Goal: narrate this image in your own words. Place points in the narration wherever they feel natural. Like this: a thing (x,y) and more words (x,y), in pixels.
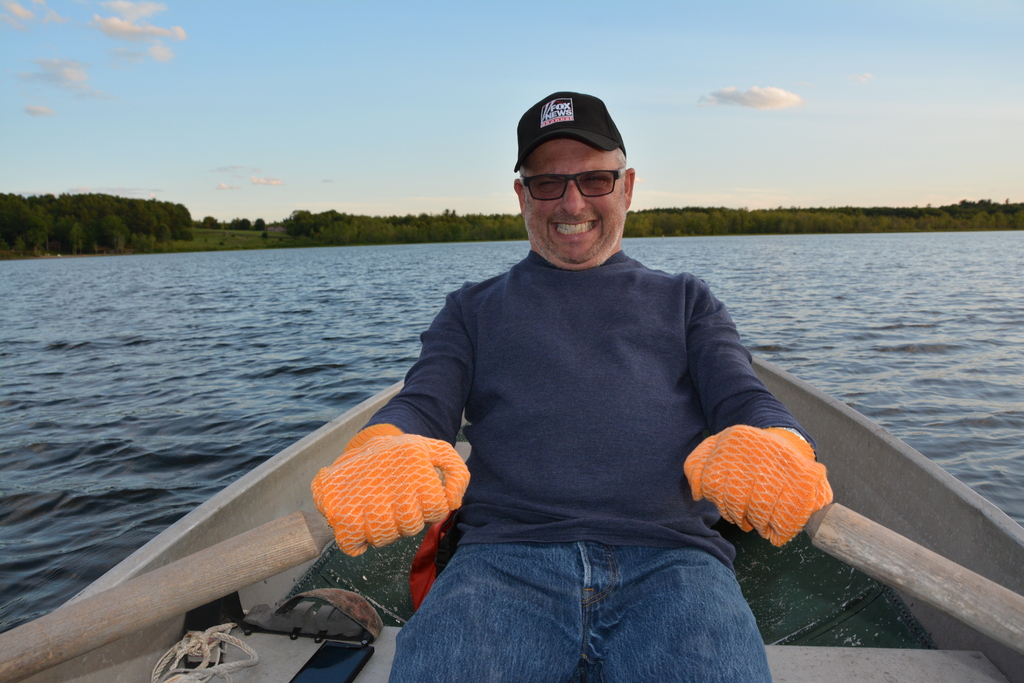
In this picture there is a man (683,406) who is wearing cap (573,127), goggles (531,177), t-shirt (598,483), gloves (817,466) and jeans (685,619). He is sitting on the boat (277,646). He is also holding two wooden sticks (41,652). Beside him we can see ropes (214,641) and other objects (365,600). On the right (938,396) we can see river (899,346). In the background (70,201) we can see the many trees (432,219), plants (504,220) and grass (243,234). On the top (332,78) we can see sky (271,107) and clouds (169,50).
